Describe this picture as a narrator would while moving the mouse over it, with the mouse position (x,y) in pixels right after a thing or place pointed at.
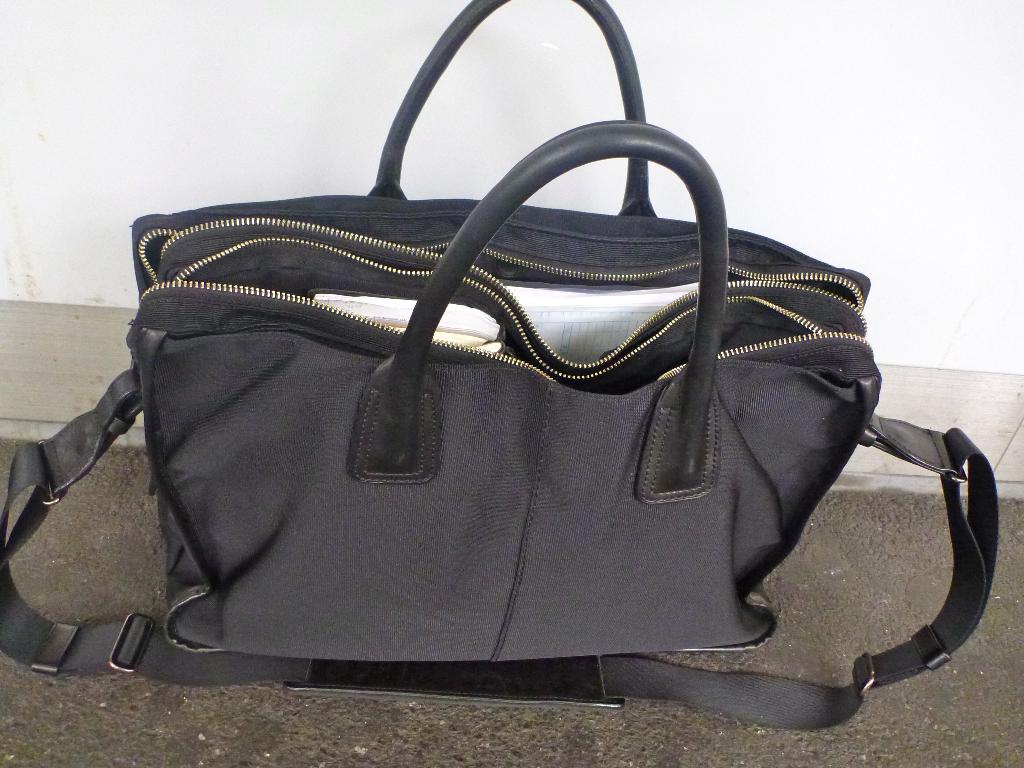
This picture describe about a black hand bag (333,504) in which we can see paper (588,313) and tissues (372,307). kept on the flooring (387,736).
